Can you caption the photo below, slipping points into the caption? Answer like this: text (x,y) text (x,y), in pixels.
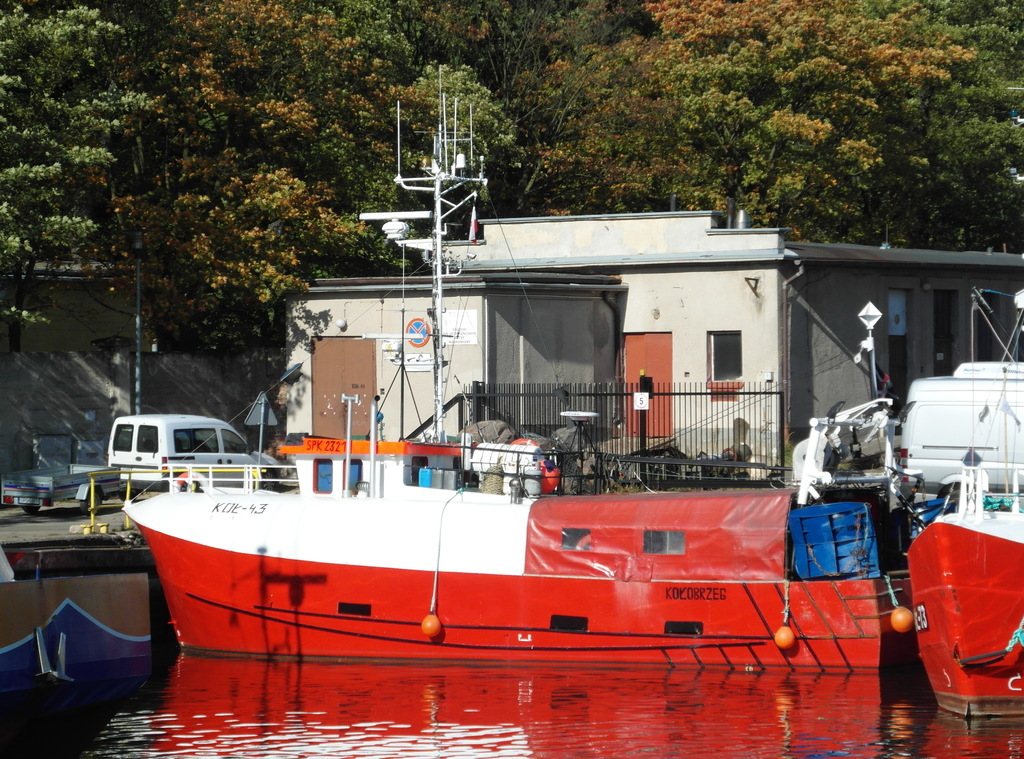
In this image, I can see the boats (743,640) on the water (459,688). These are the vehicles (919,407). This looks like an iron grill (514,400), which is black in color. I think these are the small buildings (563,342) with the doors (348,386). In the background (258,328), I can see the trees (566,96) with branches (761,88) and leaves (260,113). This looks like a board (272,417), which is attached to a pole (260,473).
